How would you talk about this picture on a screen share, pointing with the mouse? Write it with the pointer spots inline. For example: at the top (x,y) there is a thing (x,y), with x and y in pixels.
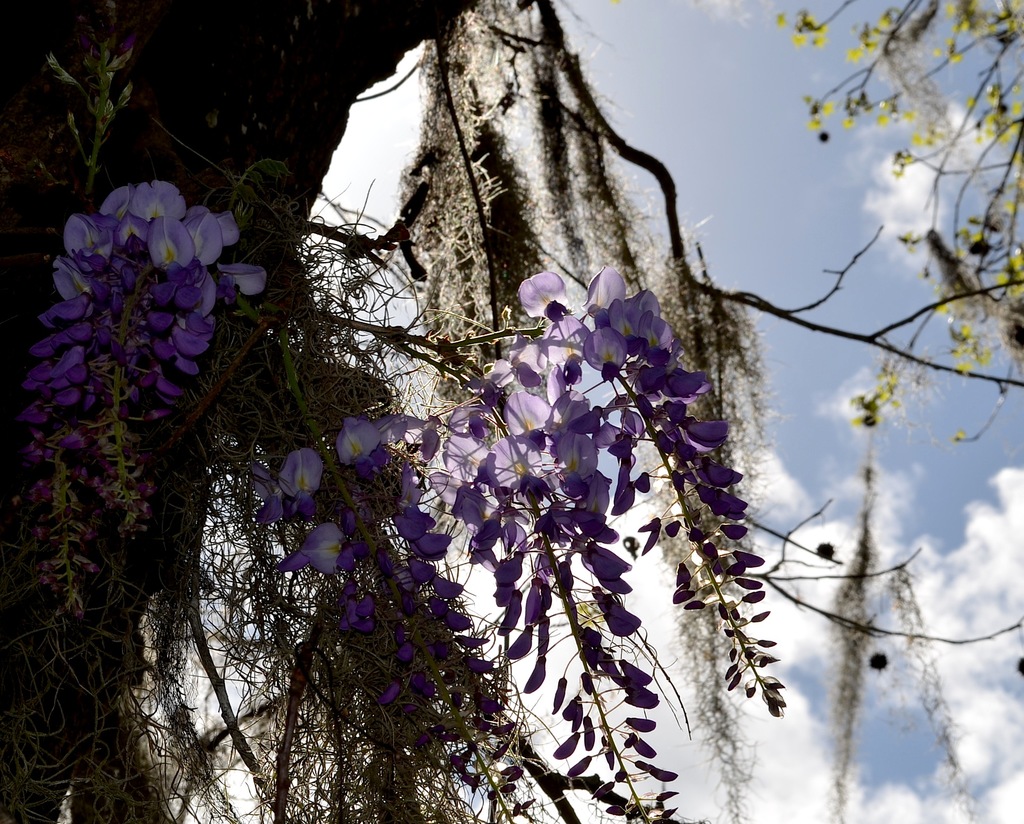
In this picture, there is a tree (304,376) with flowers (544,368) which are in purple in color. Towards the top right (890,29), there is another tree (991,105) with yellow flowers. In the background (722,180) there is a sky (749,166) with clouds (811,525).
